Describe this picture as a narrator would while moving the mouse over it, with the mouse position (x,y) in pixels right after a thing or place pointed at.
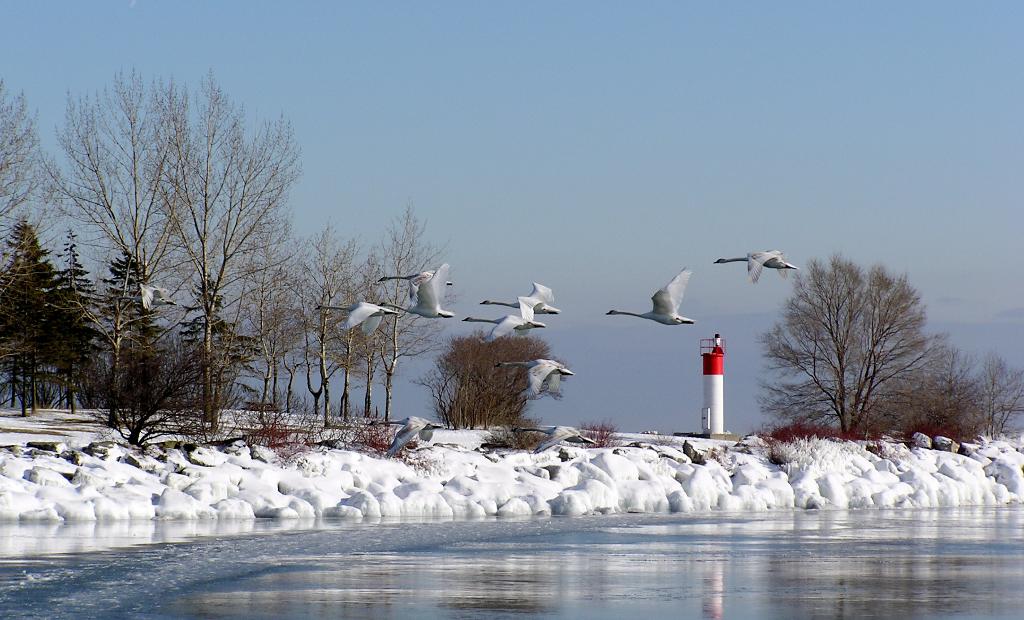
In the center of the image (539,382) we can see a group of birds (556,374) flying in the sky (744,346). In the foreground (539,547) we can see a lake (937,564) with water (995,550). In the background (915,383), we can see a group of trees (443,398), a lighthouse (716,384) and the sky (656,231).
